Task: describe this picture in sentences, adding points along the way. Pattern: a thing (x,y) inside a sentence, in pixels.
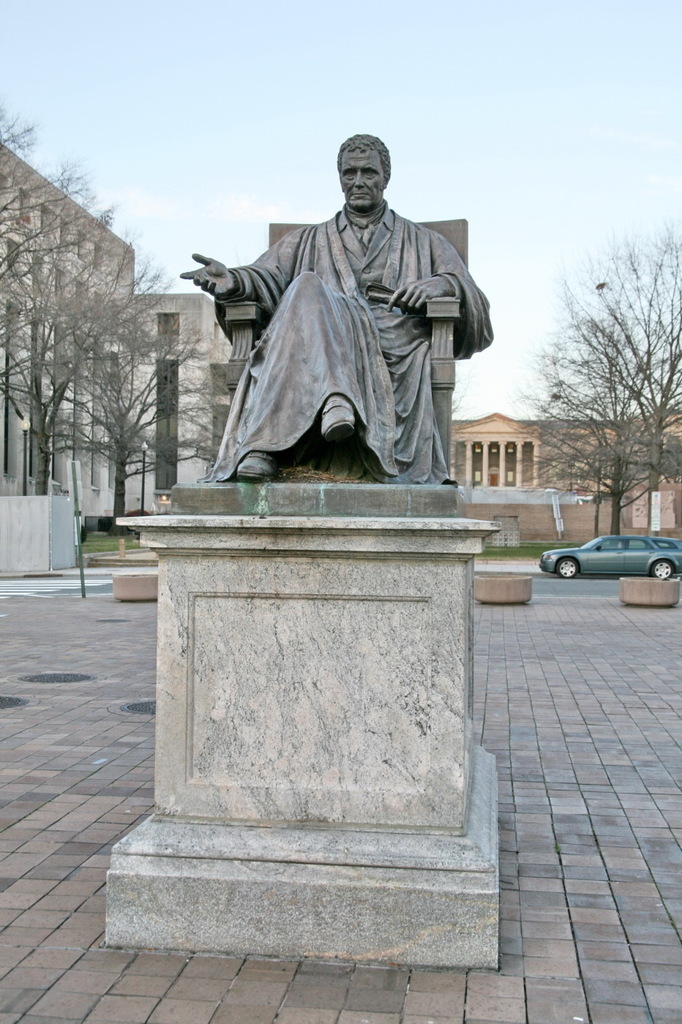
In this image in the center (359,344) there is one statue (293,408) and in the background (621,467) there are some buildings (602,511), trees (621,467), vehicle (576,560), grass (141,545) and at the bottom (543,945) there is a walkway (48,858).
